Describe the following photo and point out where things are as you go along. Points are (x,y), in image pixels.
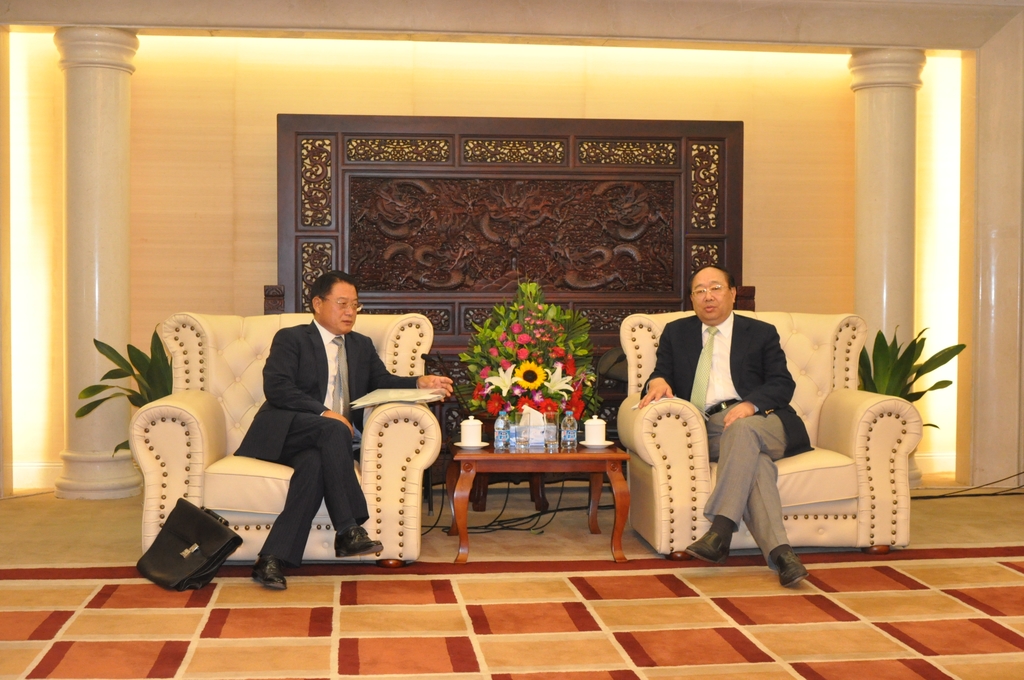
In this image there are two persons (769,503) sitting on the couch (630,354) at the middle of the image (586,327) there is a flower bouquet (554,413) and table (472,471) on which there are water bottles (562,440) and tea cups (595,441) at the background (418,290) there is a brown color wooden wall (579,206).
